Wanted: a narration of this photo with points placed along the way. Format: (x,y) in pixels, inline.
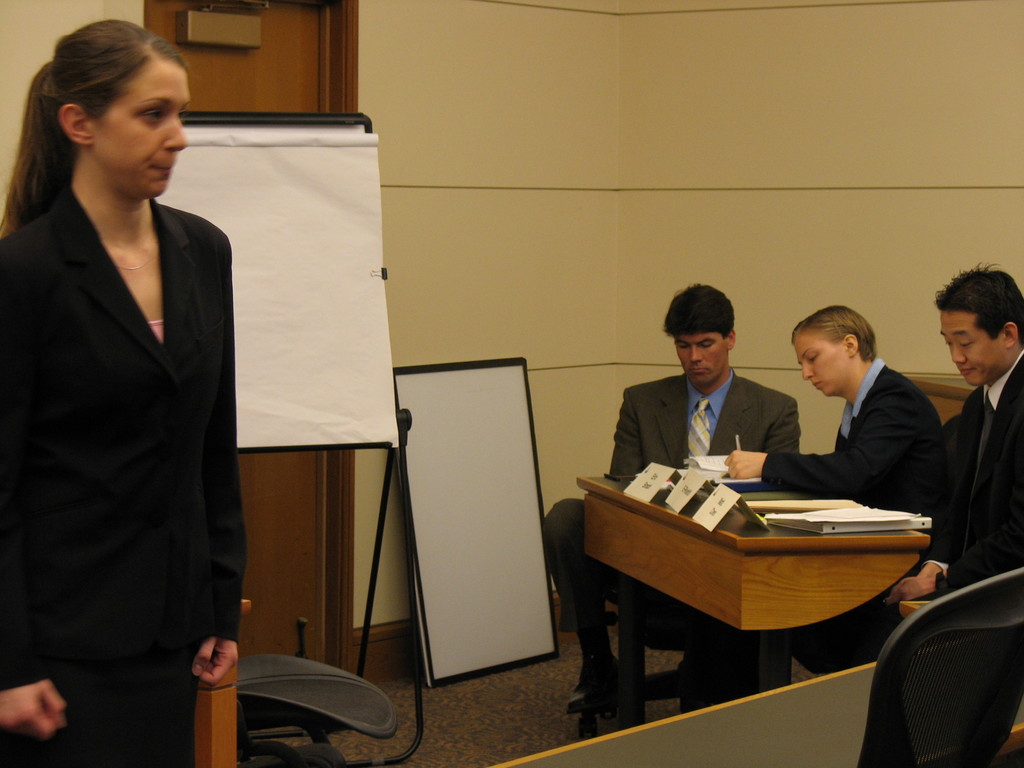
In this picture we can see a woman (10,435) standing on the left side (162,286). There is a chair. We can see few white boards (382,281) on the floor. There is a brown door (243,499). We can see three people (861,330) are sitting on chairs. We can see some boards (730,494) and files (784,508) on the table (731,534). A wall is visible in the background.
